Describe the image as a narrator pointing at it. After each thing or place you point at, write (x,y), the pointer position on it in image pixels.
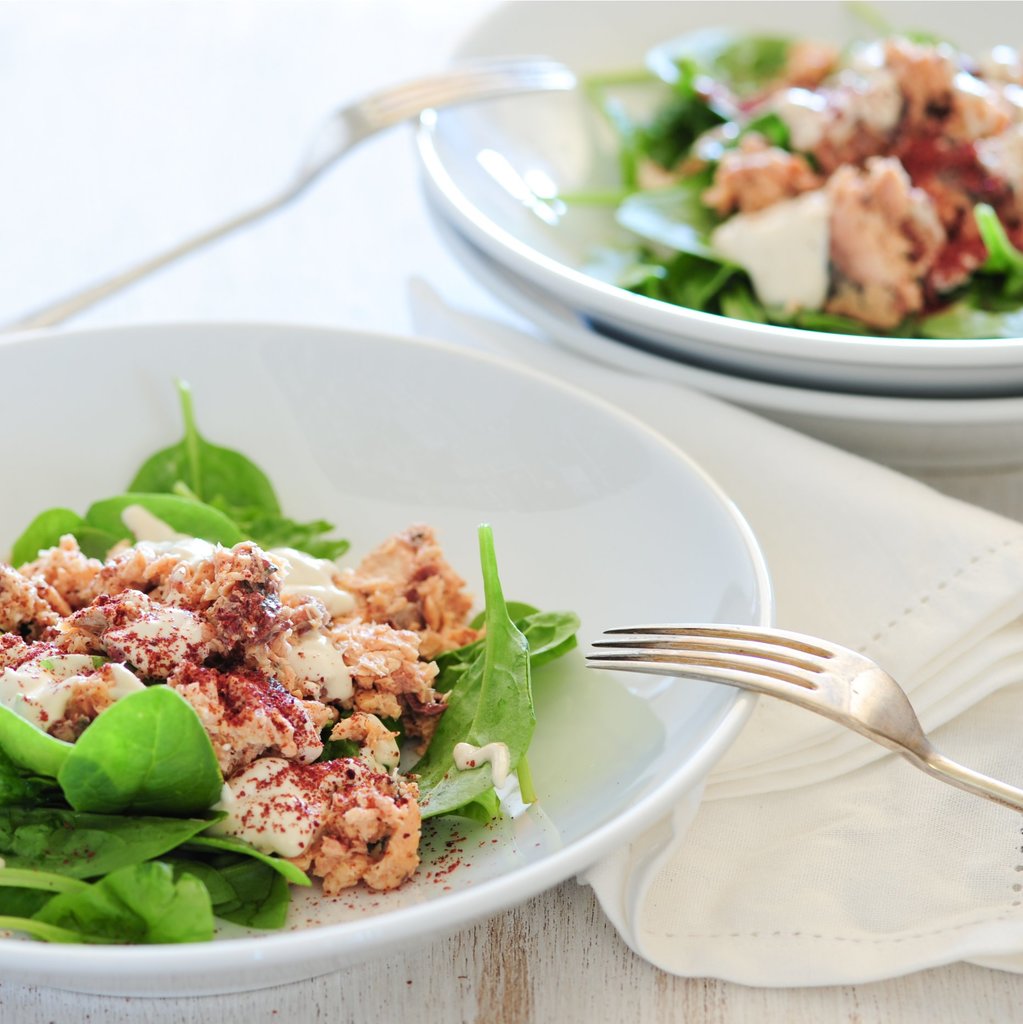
In this picture we can see plates (485,396), food items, forks (396,110) and tissue papers (496,317). These all are placed on a platform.
